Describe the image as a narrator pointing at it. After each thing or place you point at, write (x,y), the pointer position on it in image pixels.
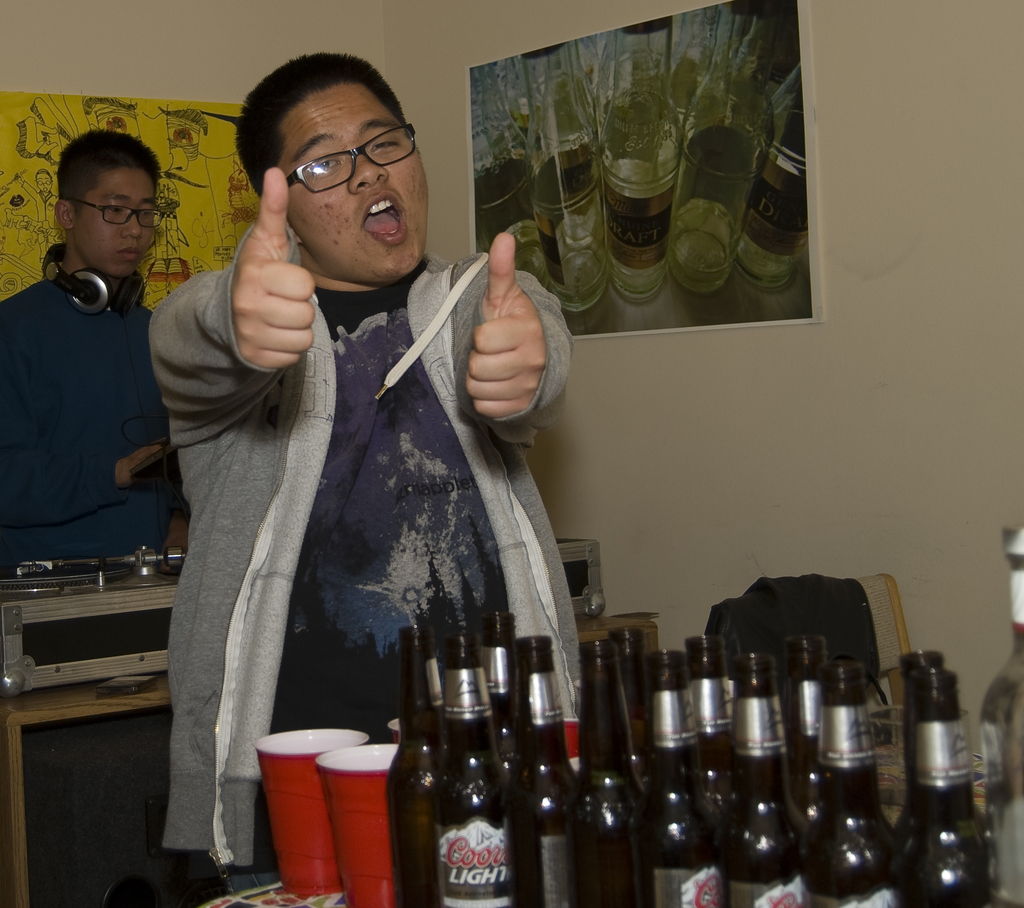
This picture is clicked inside the room (551,477). Man (432,482) in blue t-shirt (376,488) and grey jacket (213,503) is standing in front of a table (305,907) which contains cups (379,865) and alcohol bottle (749,774) on it. Behind him, man (113,476) in blue t-shirt (82,381) is wearing headset (88,294) around his neck (69,262) and behind that, we see a wall (177,49) on which yellow poster (220,165) and a poster (634,185) with bottles (622,139) are placed on the wall (450,210).
